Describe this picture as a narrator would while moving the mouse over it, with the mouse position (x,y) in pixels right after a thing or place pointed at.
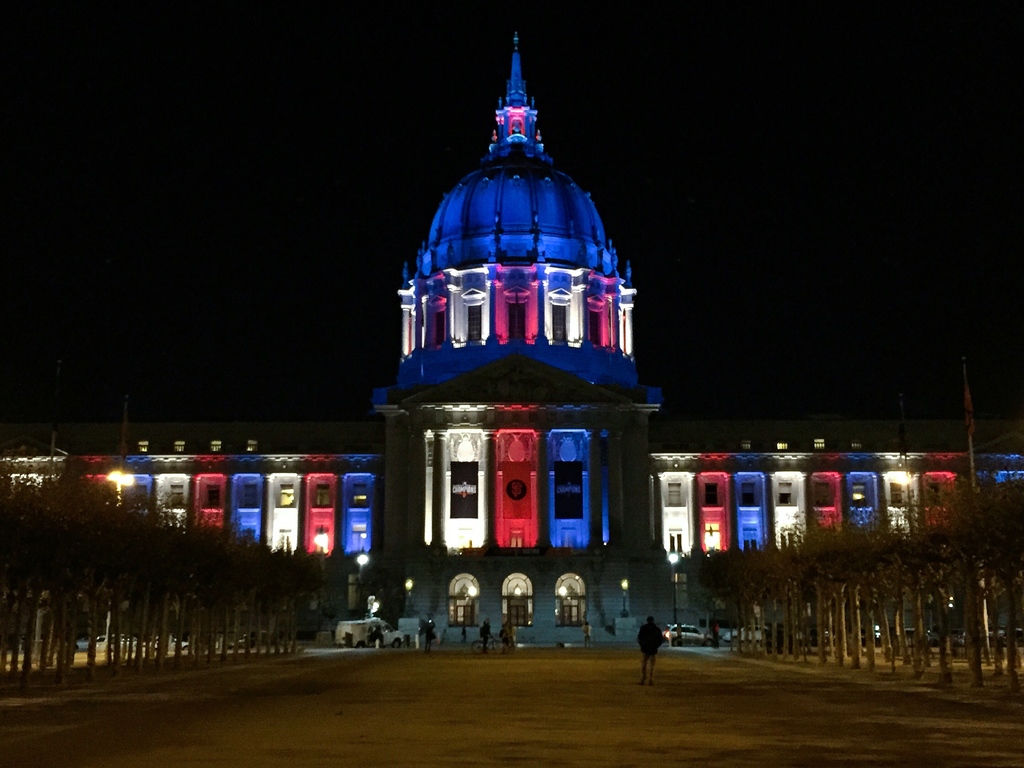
This is an image clicked in the dark. At the bottom of the image (457,734) there is a road (590,734). In the background (389,637) I can see few people (644,658) and vehicles (366,627) on this road (420,676). On both sides of the road (457,674) there are many trees (195,587). In the background (435,431) there is a building (599,499). The background (710,247) is in black color.
